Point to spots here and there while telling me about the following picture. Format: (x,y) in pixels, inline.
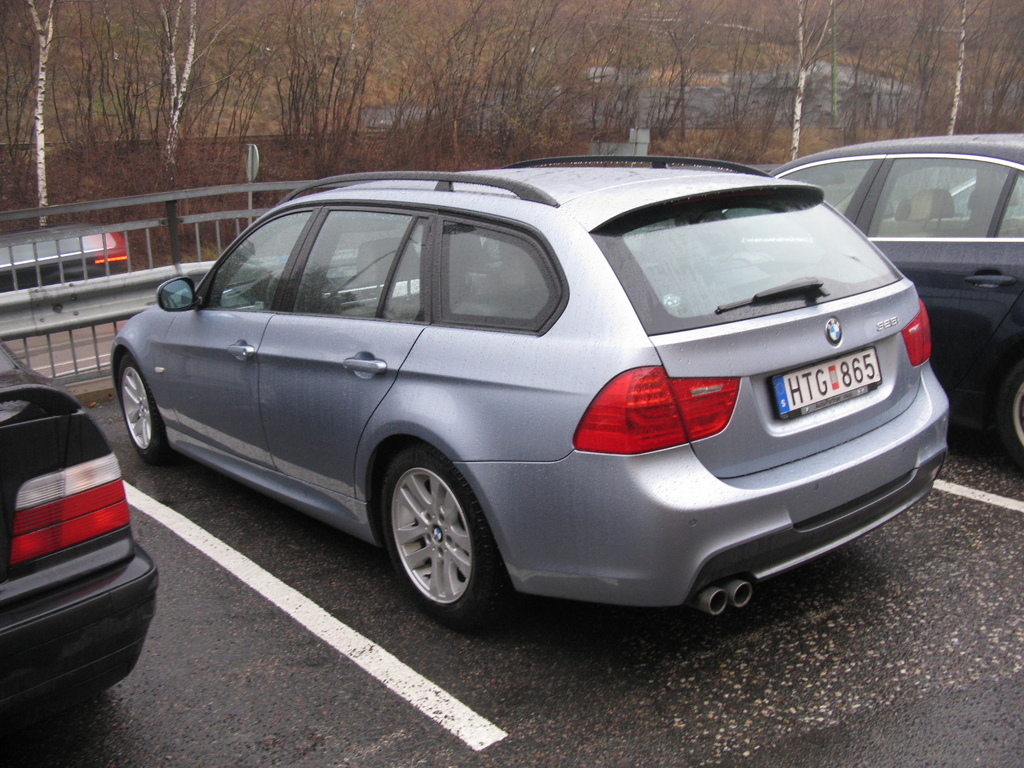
In this picture we can see cars (314,505) on the road (423,667) and in the background (126,286) we can see fences (104,204), trees (191,101) and some objects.
